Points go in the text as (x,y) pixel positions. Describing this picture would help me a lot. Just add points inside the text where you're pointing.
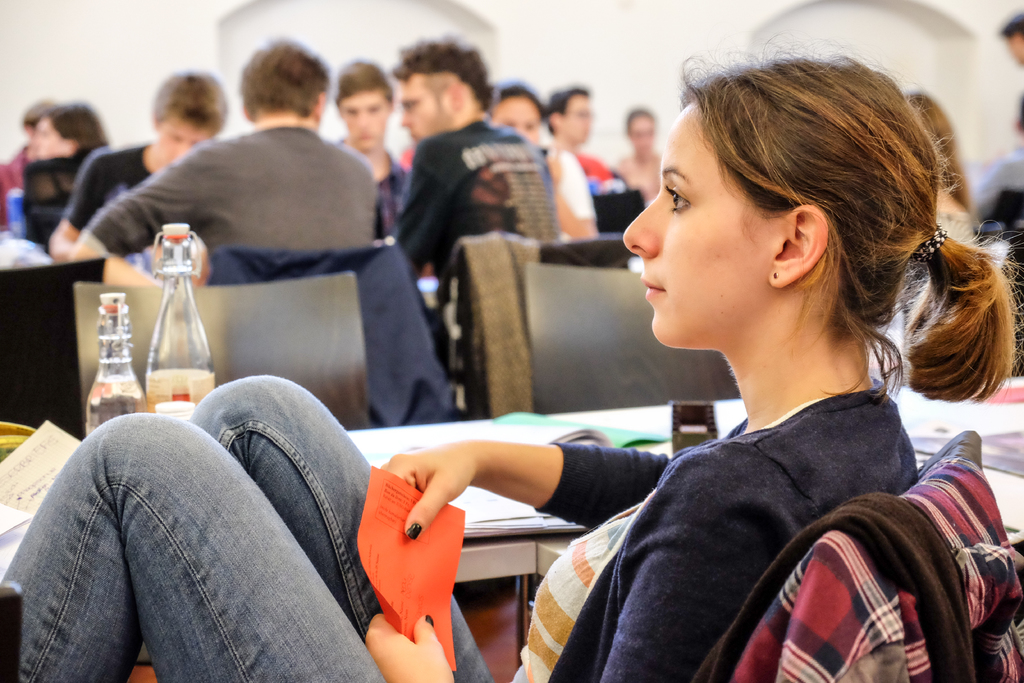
In this image we can see a few people (327,456), there are chairs (581,372), jackets (508,384), there is a table (638,430), on that we can see papers (371,496), water bottles (172,392), also we can see the wall (652,34).
